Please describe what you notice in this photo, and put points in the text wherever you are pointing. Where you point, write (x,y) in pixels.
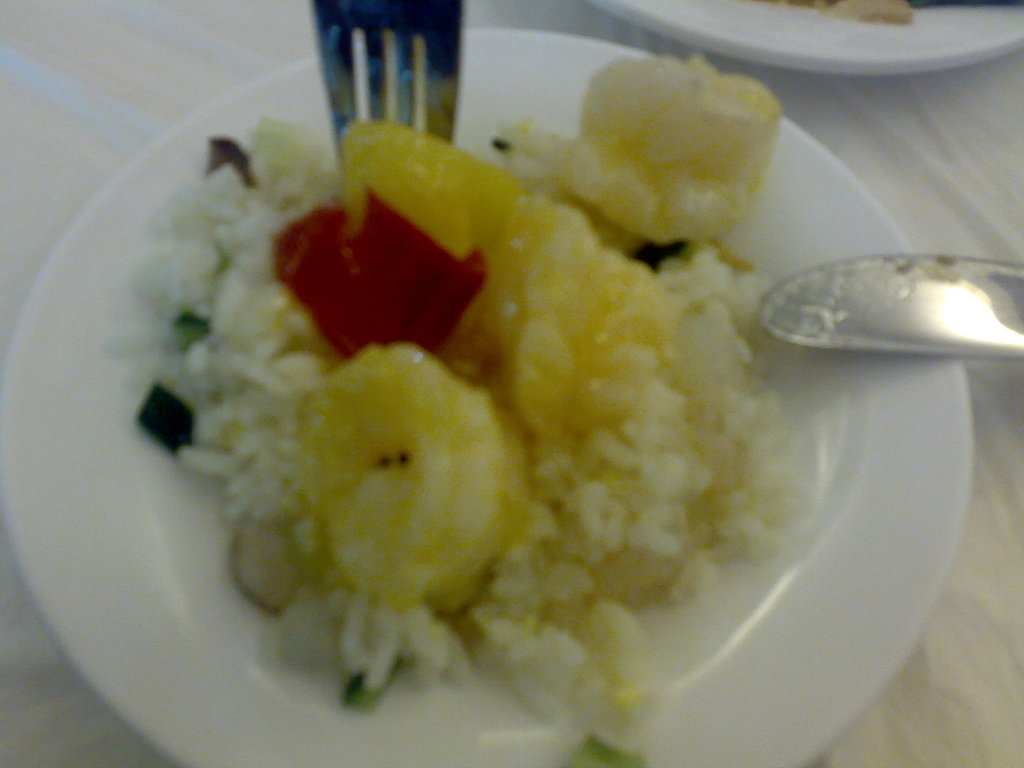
In this image we can see there is a table (113,111). On the table (57,703) there is a cloth (1005,503). And there is a plate (227,122) on that plate (55,488) there is some food item (569,260) and a fork (424,54) and a knife (899,315) placed in it.
